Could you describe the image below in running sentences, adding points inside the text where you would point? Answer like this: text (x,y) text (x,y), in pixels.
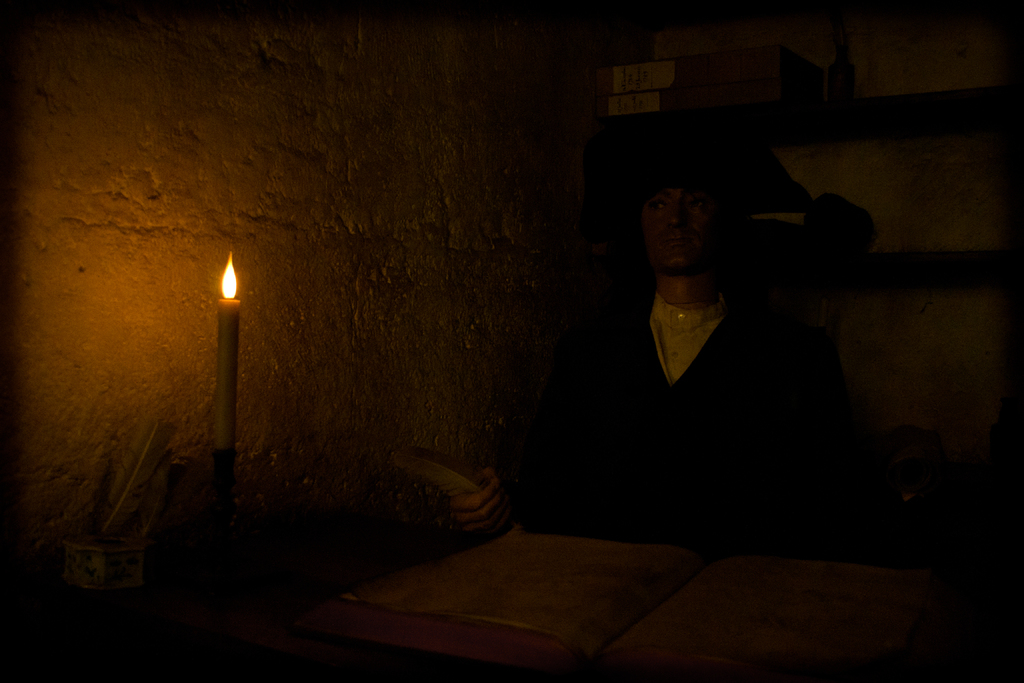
In the image there is a statue (553,366) sitting in front of a book (615,566) and beside the book (478,576) there is a wall (361,228) and there is a candle (224,434) in front of a wall (265,402) and there is a feather (426,476) in the hand (461,504) of a statue (462,504).
